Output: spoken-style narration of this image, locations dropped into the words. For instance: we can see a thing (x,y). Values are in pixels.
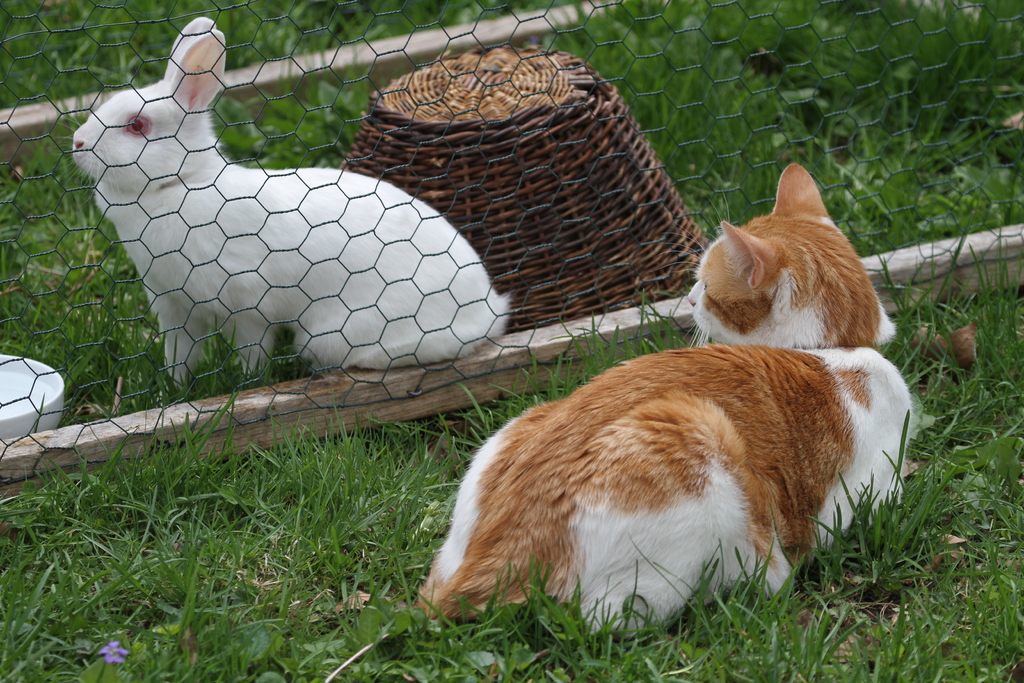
In this image I can see there is a rabbit (342,342) behind the fence (297,401) and a cat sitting at the right side (791,196), there is some grass (245,561) on the floor (822,112).
